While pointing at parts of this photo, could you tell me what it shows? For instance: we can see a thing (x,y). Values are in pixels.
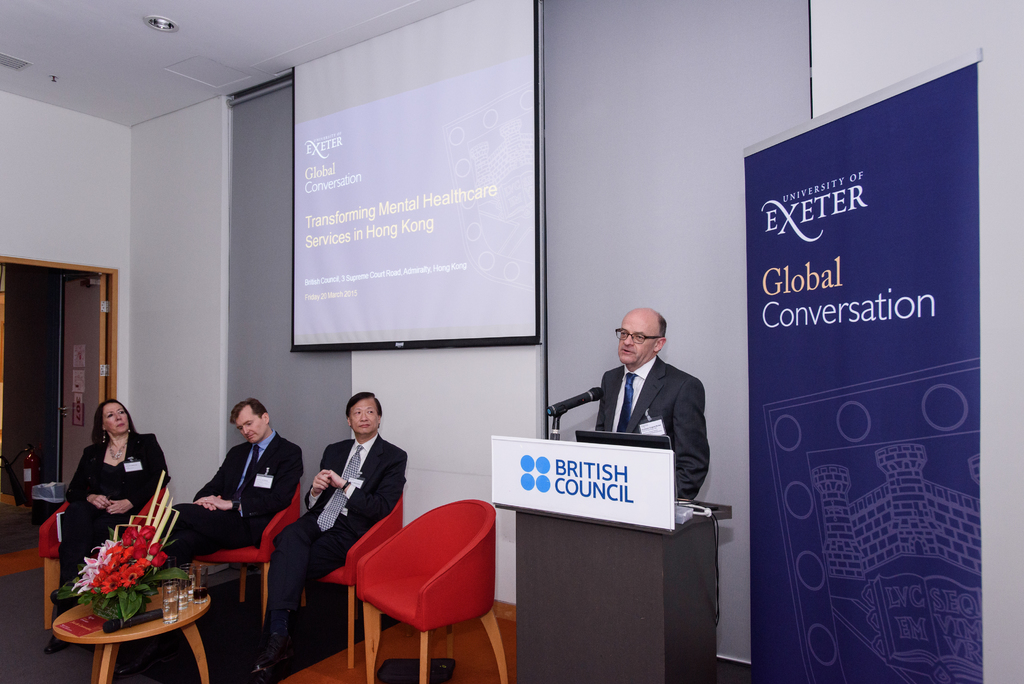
Here in the front (597,465) we can see a person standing near a speech desk (635,542) speaking something in the microphone (593,394) present on it and beside them we can see three people (266,477) sitting on chairs (349,562) with a table (189,613) in front of them having glasses (197,586) of water (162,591) and a flower bouquet (137,569) and at the middle (516,296) top we can see a projector screen (501,260) and at the extreme right we can see a banner (955,82) present and at the extreme left we can see a door (62,281).
